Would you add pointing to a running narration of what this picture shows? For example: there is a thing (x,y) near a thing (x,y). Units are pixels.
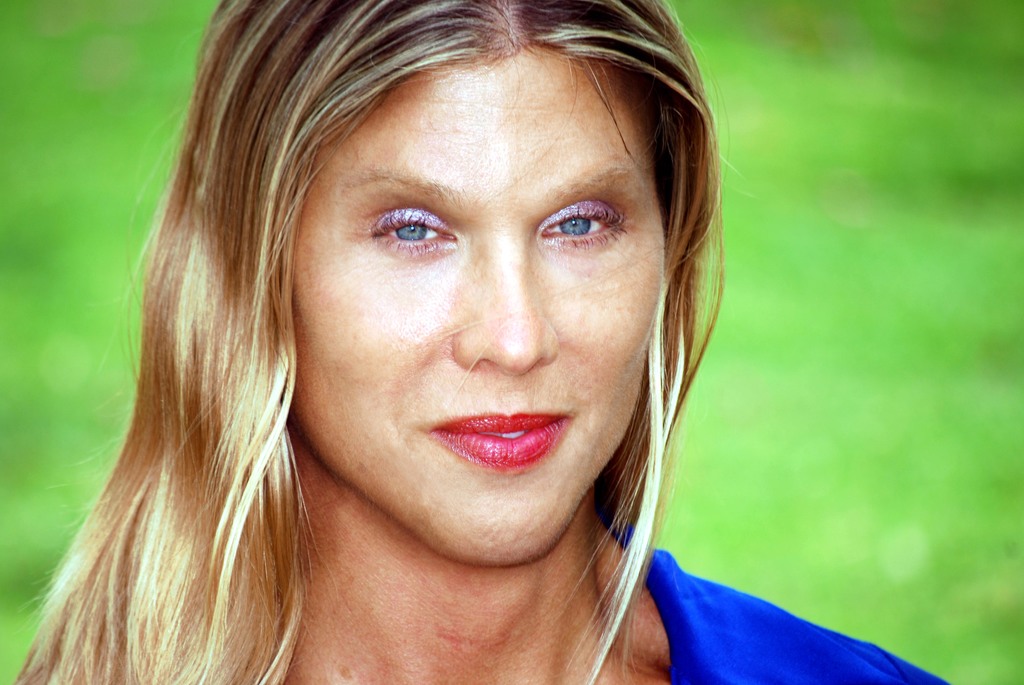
In this picture I can see a woman (433,301) in front (741,674) and I see that she is wearing blue color dress (684,633). In the background (20,503) I see that it is totally green in color.
